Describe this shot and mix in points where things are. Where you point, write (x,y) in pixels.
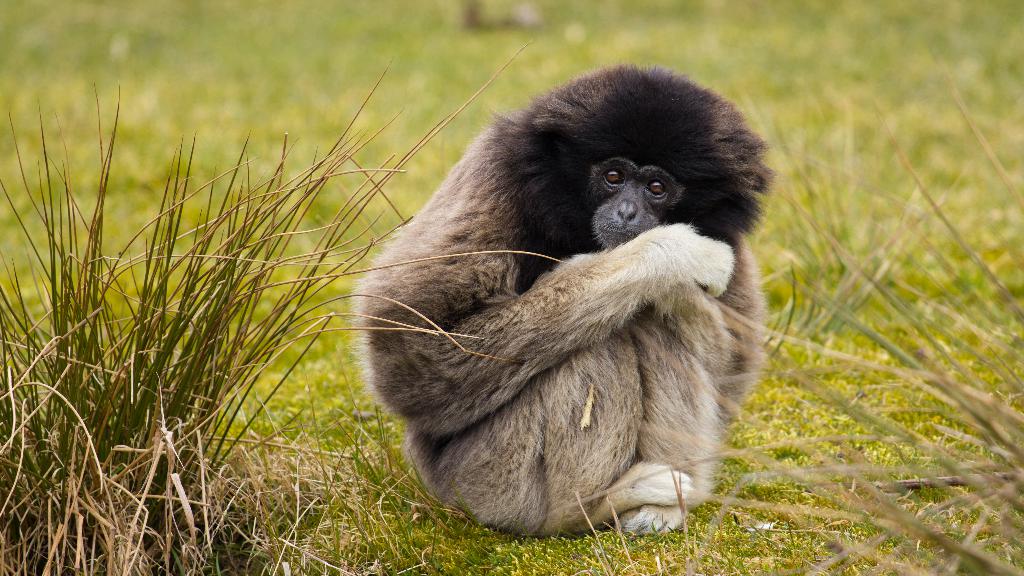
In this image in the center (459,274) there is an animal (496,212), and at the bottom (172,426) there is grass (911,412).
